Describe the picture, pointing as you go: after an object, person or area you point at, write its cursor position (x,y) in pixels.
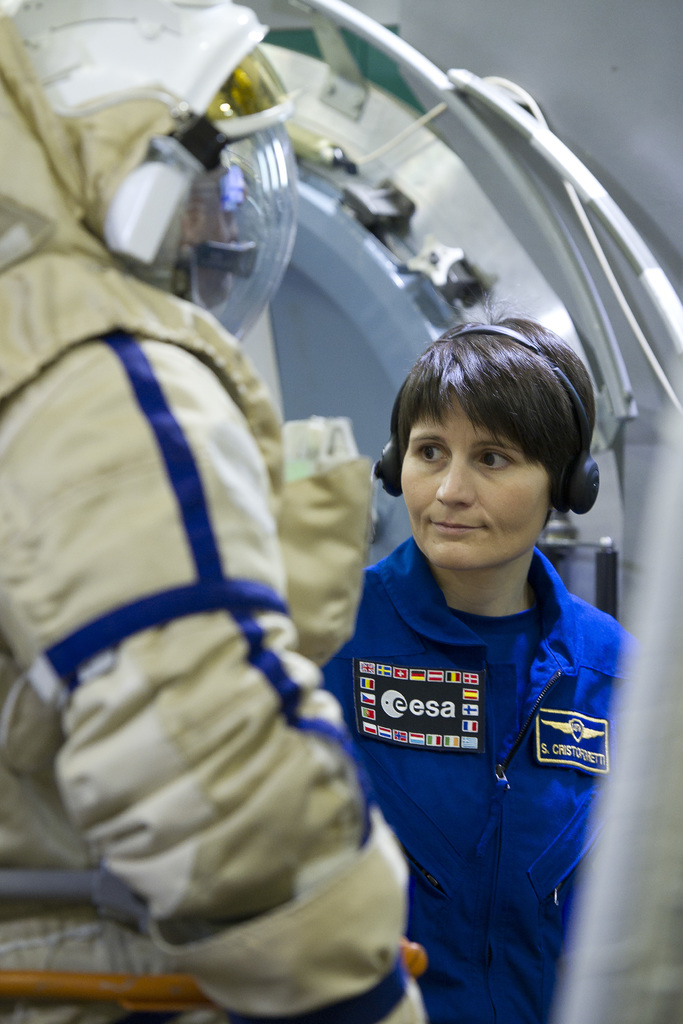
In this picture I can observe a woman (423,654) wearing blue color dress (465,728) and headphones (387,464). On the left side (86,463) I can observe a person (68,393) wearing space suit (108,542).
